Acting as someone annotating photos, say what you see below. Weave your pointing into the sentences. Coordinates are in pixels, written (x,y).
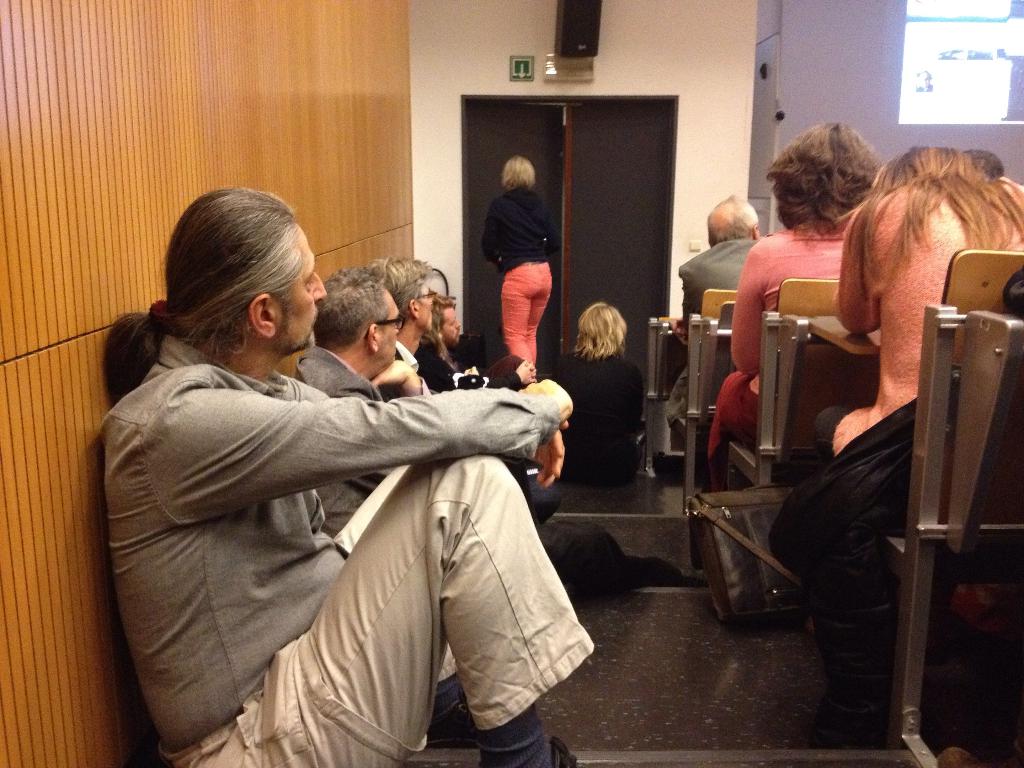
In this picture we can see a group of people (261,408) and in the background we can see a door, wall (10,428).
